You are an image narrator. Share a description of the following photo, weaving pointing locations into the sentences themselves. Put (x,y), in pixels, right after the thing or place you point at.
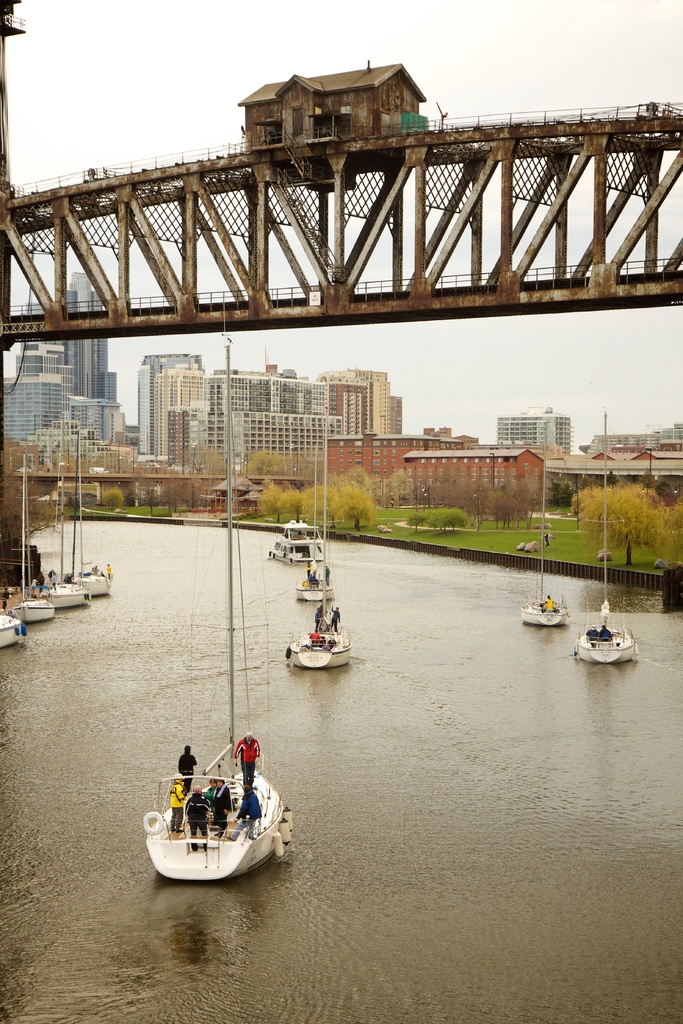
In this image, we can see some water (306,693). There are a few ships (582,641) with people (594,637) sailing on the water (490,752). We can see the ground (99,514). We can see some grass (451,540), plants (450,519) and trees (369,498). We can see some poles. There are a few buildings (315,415). We can see a bridge (368,219) and a house (388,86) on it. We can see the sky (601,321).
